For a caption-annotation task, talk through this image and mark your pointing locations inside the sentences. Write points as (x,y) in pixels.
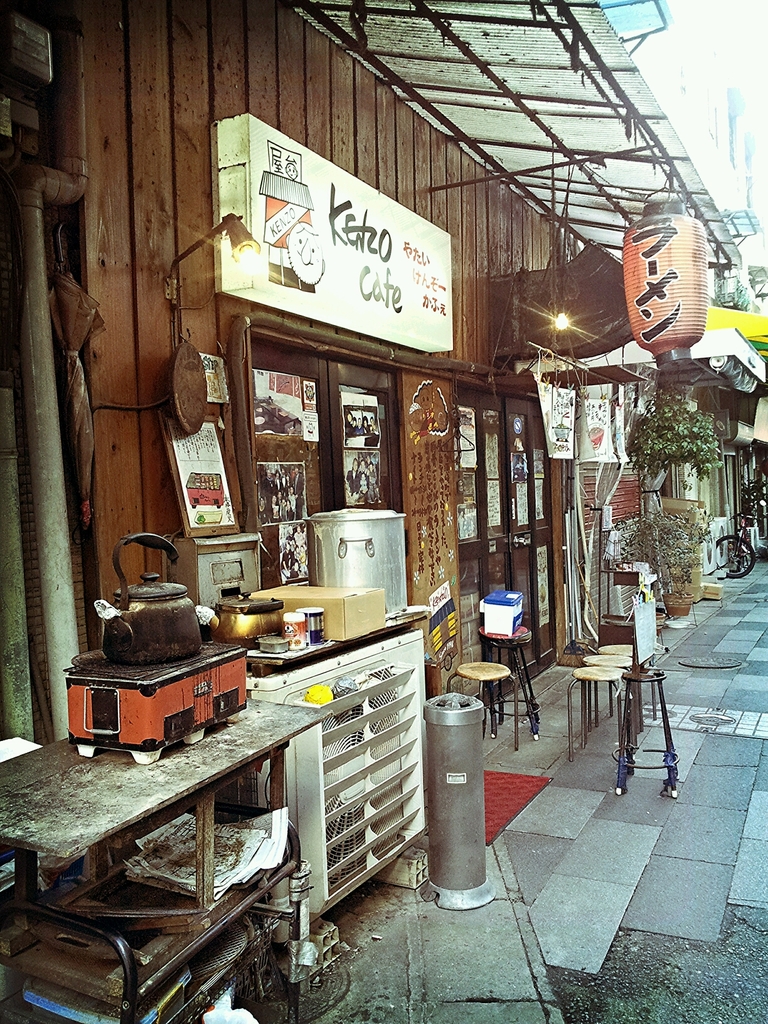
It is a street (579,785) and beside the footpath (572,772) there is a cafe (438,544), outside the cafe (498,526) there are some cooking utensils (243,668) kept on the tables (394,628) and beside the utensils (158,660) there are few chairs (611,667) and outside the store (299,424) on the door (286,441) there are many photo frames (268,501) attached.
